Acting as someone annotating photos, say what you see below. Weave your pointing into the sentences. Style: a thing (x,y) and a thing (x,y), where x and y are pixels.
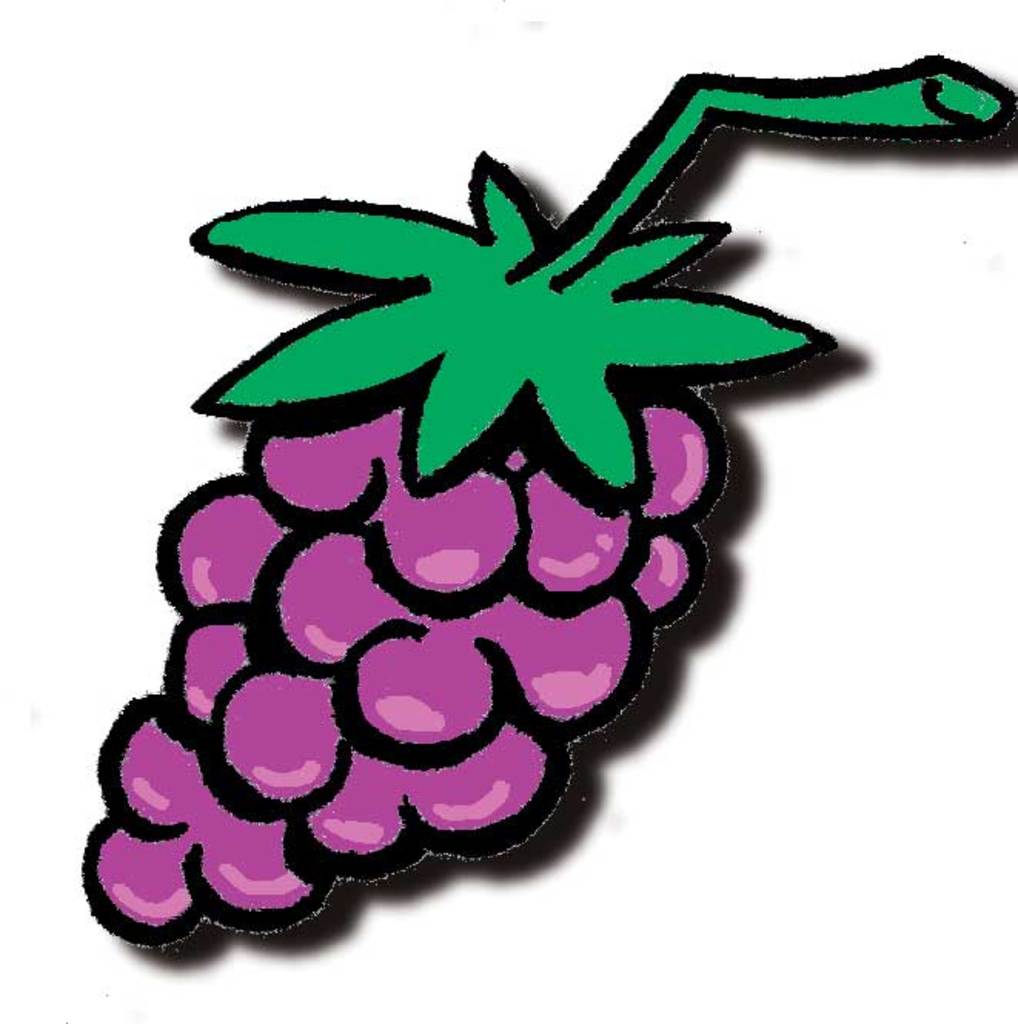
In this image we can see an art (502,347) of grapes (416,759), which is in purple color and leaves (558,369) in green color. The background of the image (677,1013) is white in color.
